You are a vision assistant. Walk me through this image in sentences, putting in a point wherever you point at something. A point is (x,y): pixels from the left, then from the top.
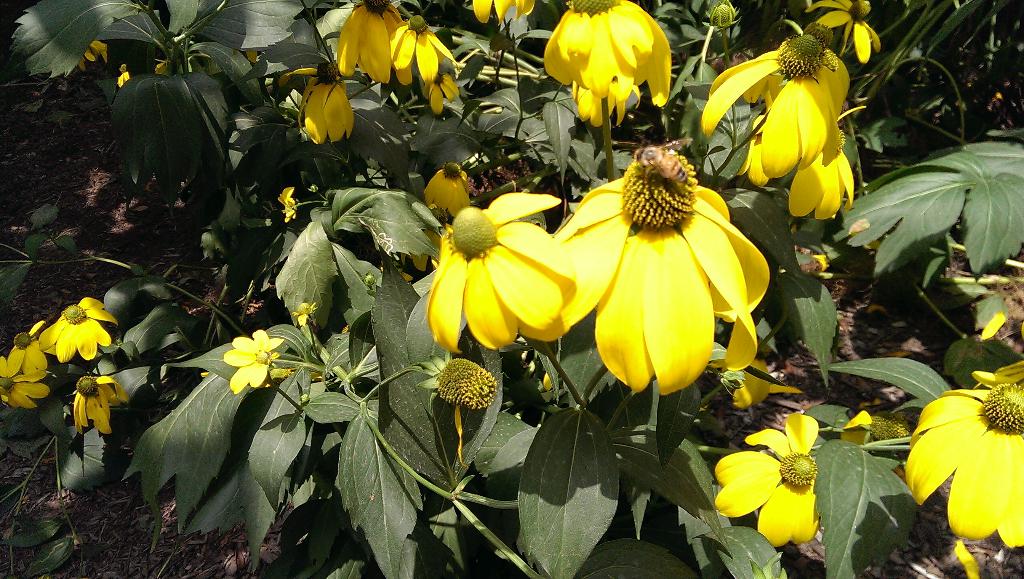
In this image I see number of plants (272,16) and I see flowers (414,17) on it which are of yellow in color and I see a insect (662,160) over here and I see the ground (50,187).
